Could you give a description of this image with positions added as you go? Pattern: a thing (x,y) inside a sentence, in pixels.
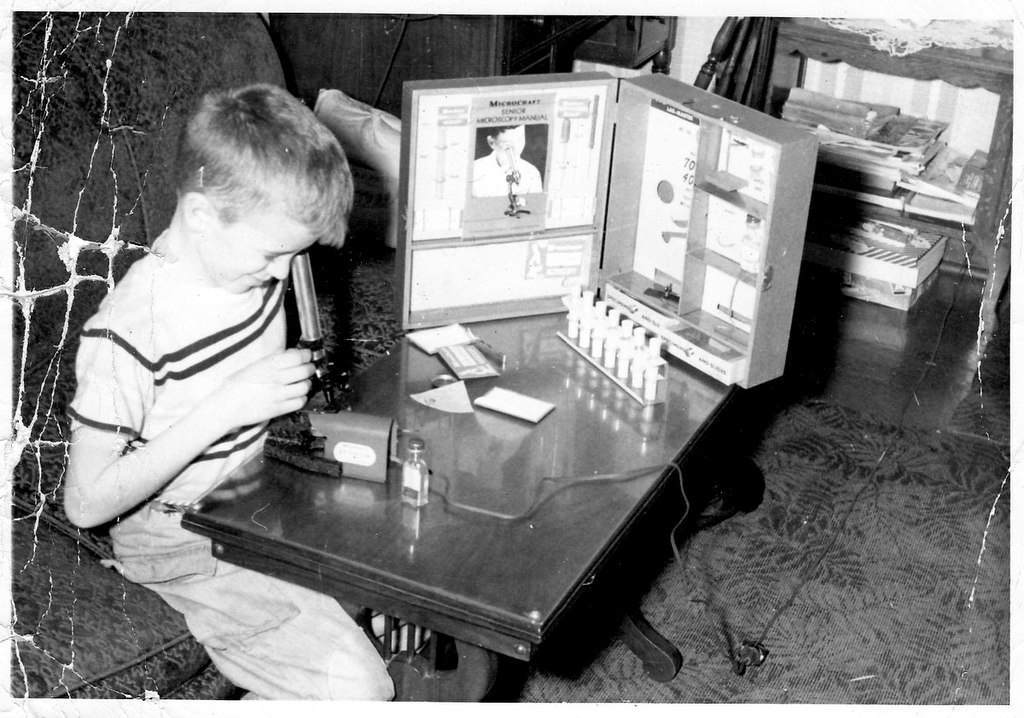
Here we can see a child (167,442) sitting on a sofa (101,568) with a table (334,506) in front of him and there is a microscope (298,276) through which the child (283,336) is looking into something and beside him we can see some bottles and a box (561,274) present and at the top right (853,138) we can see books (844,147) in the rack (911,217).
